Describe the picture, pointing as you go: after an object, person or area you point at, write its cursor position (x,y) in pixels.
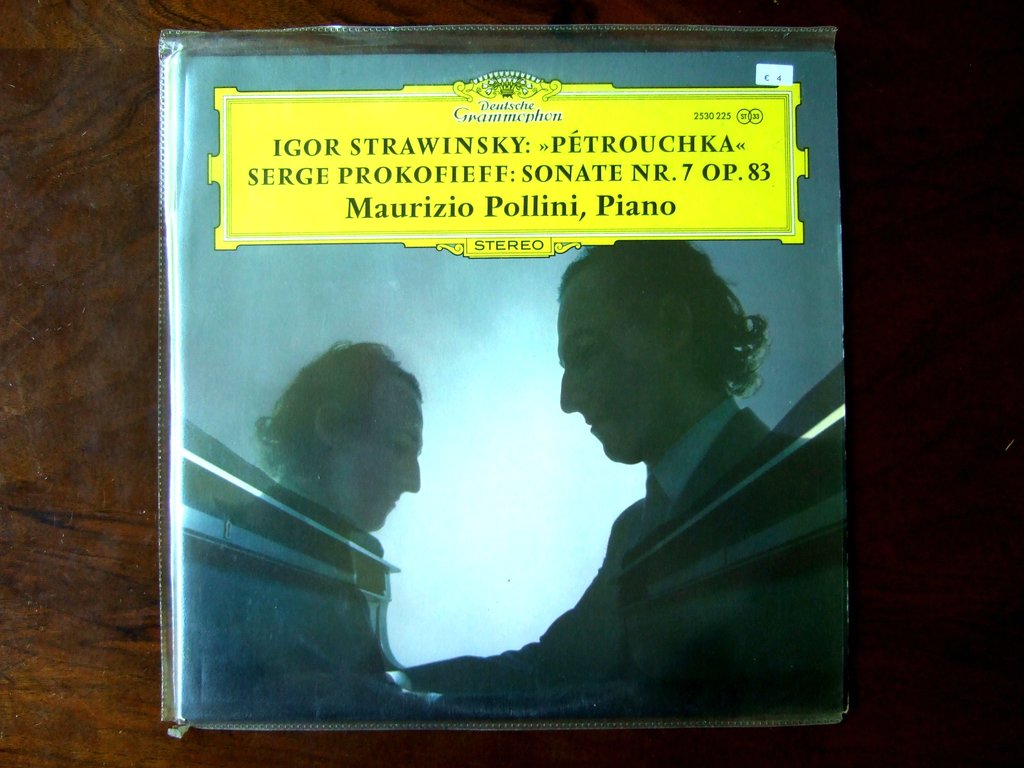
In the center of the image (408,409) there is a record album (293,451) on the table (114,722). We can see humans (614,692) on the album cover (401,307). There is some text (441,145).
